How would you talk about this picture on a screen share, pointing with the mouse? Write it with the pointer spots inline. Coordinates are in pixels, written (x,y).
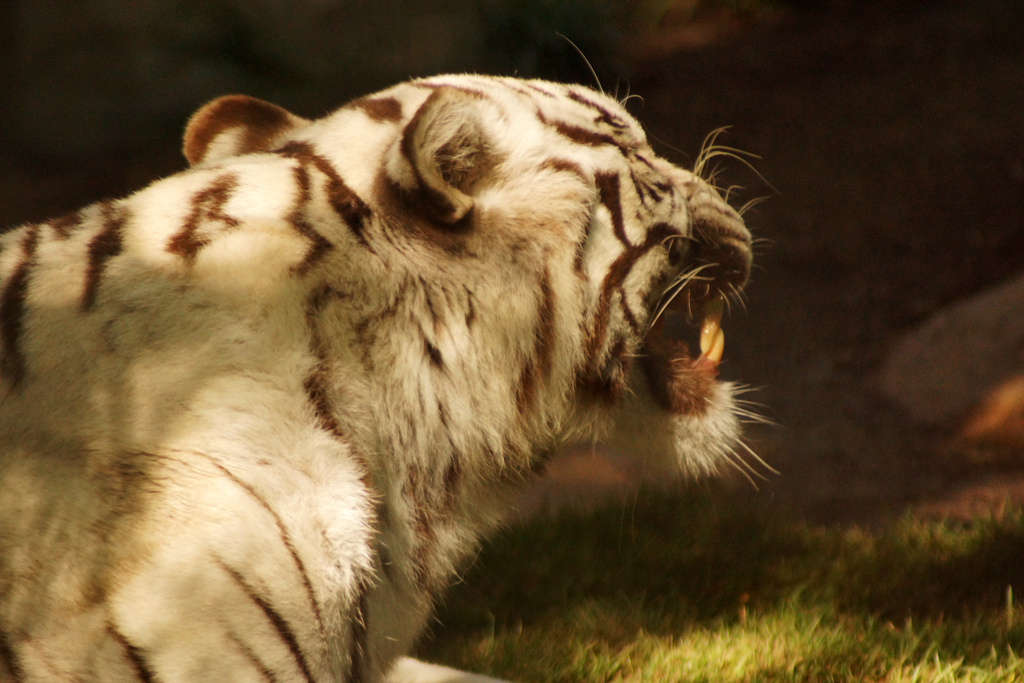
On the left side (50,426), there is a tiger (291,368) in a white and black color combination, making a sound with its mouth (696,317). On the right side (809,576), there's grass (783,588) on the ground (957,516). And the background (793,86) is dark in color.
